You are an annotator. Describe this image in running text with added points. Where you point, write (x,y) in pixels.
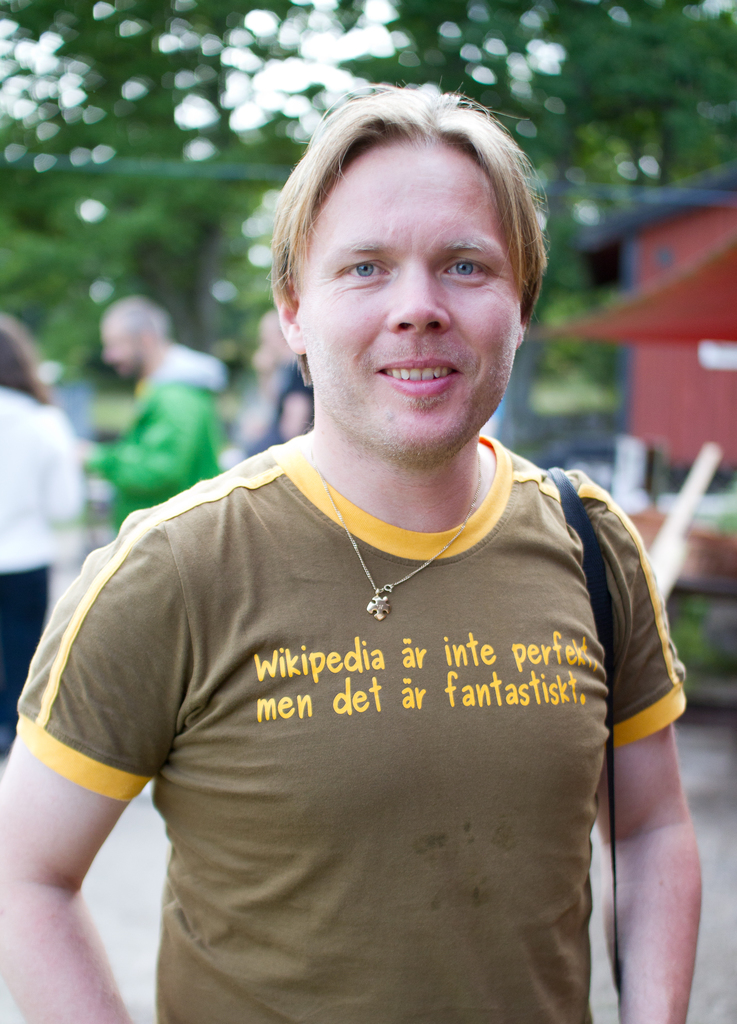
In this image we can see a person (412,736) standing. And in the background (248,322), we can see some other people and the trees (609,69).
